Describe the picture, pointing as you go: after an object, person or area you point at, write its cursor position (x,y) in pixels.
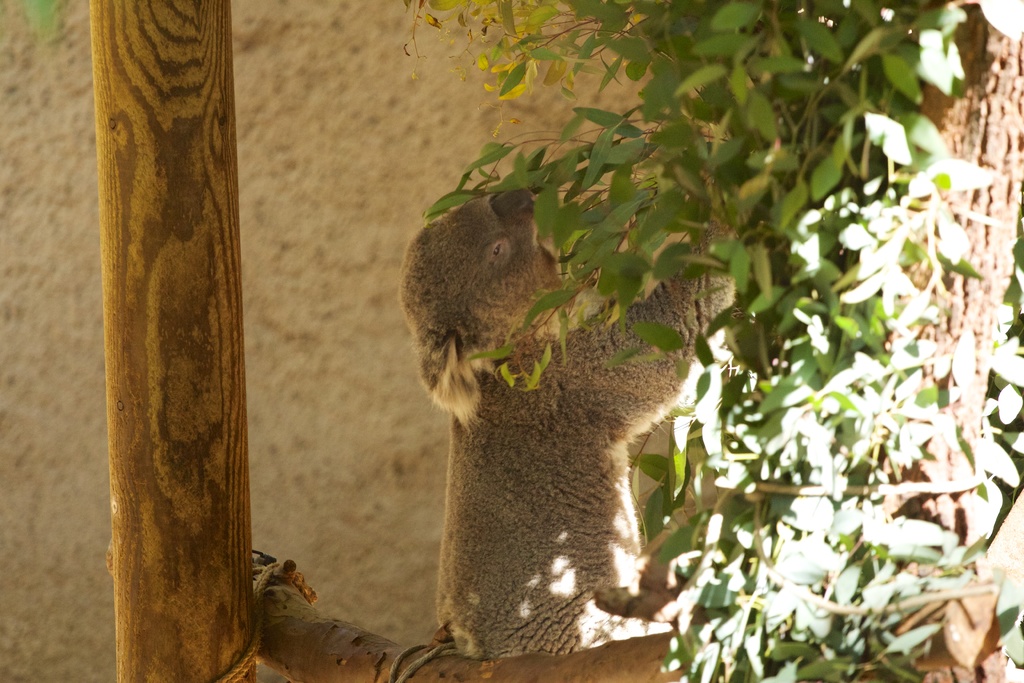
In this image we can see a koala bear (577,426) sitting on the branch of a tree (746,218) by holding leaves (749,204).
